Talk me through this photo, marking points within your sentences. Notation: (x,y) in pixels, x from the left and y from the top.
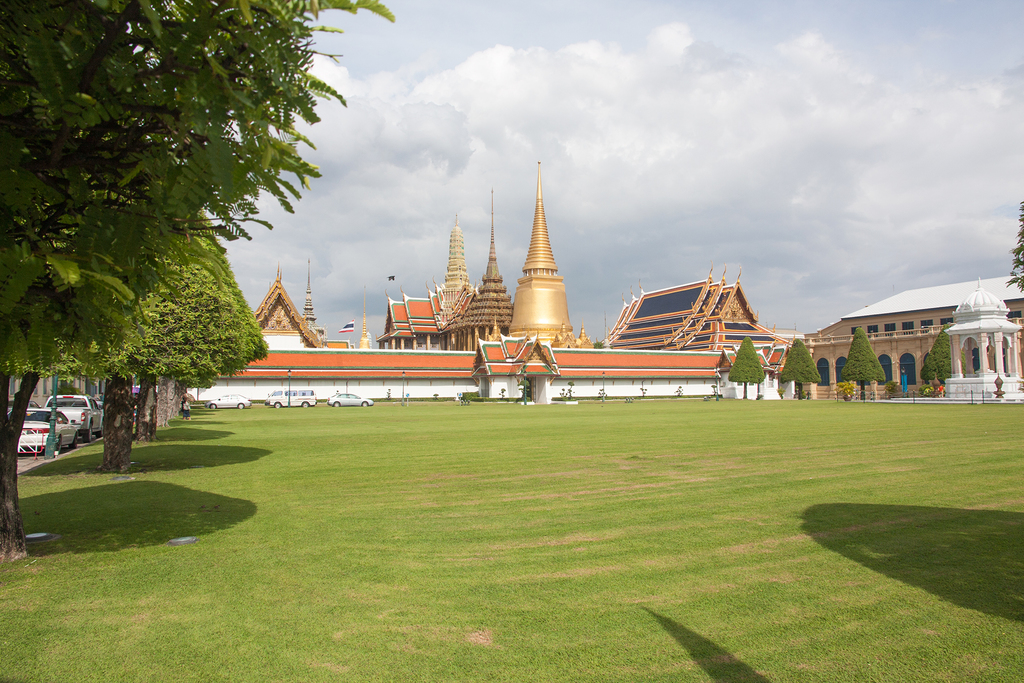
In this image we can see a group of buildings (583,336) with windows (908,375) and roofs (908,307). On the left side of the image (279,399) we can see a group of cars (279,399) parked on the road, poles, trees (184,290) and in the background (892,131) we can see the cloudy sky (788,266).
